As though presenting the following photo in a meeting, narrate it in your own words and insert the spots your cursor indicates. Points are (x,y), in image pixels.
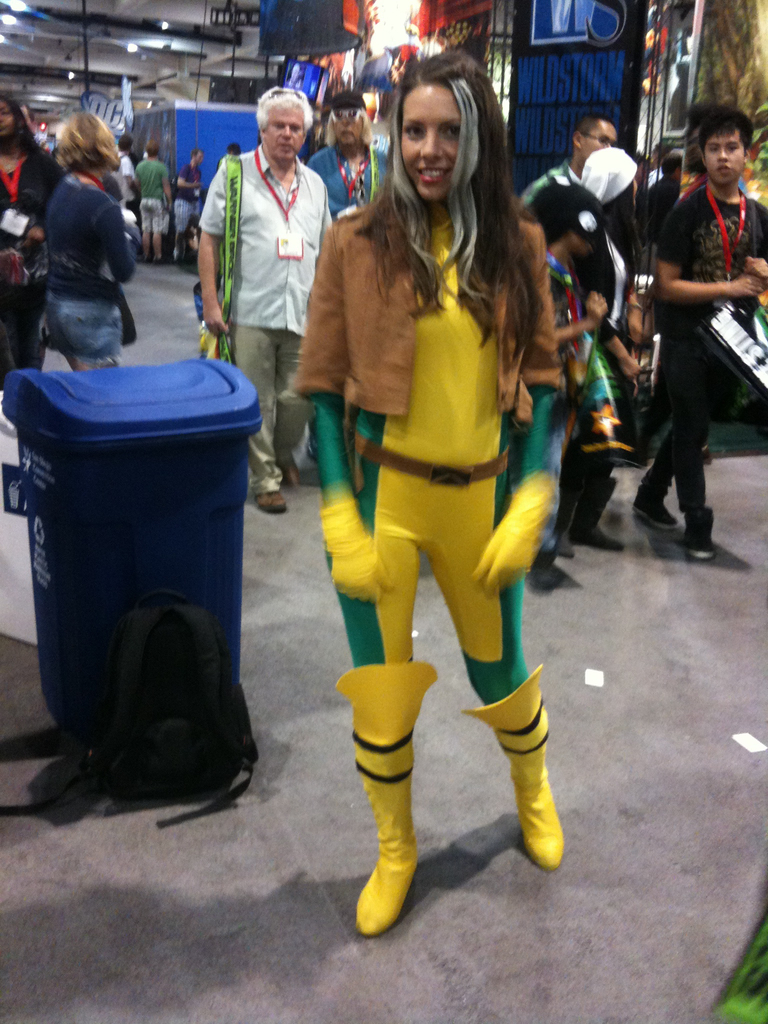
In this picture we can see a woman (549,795), dustbin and a bag (213,800) on the ground (415,784) and in the background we can see a group of people (96,151), lights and some objects (757,376).
